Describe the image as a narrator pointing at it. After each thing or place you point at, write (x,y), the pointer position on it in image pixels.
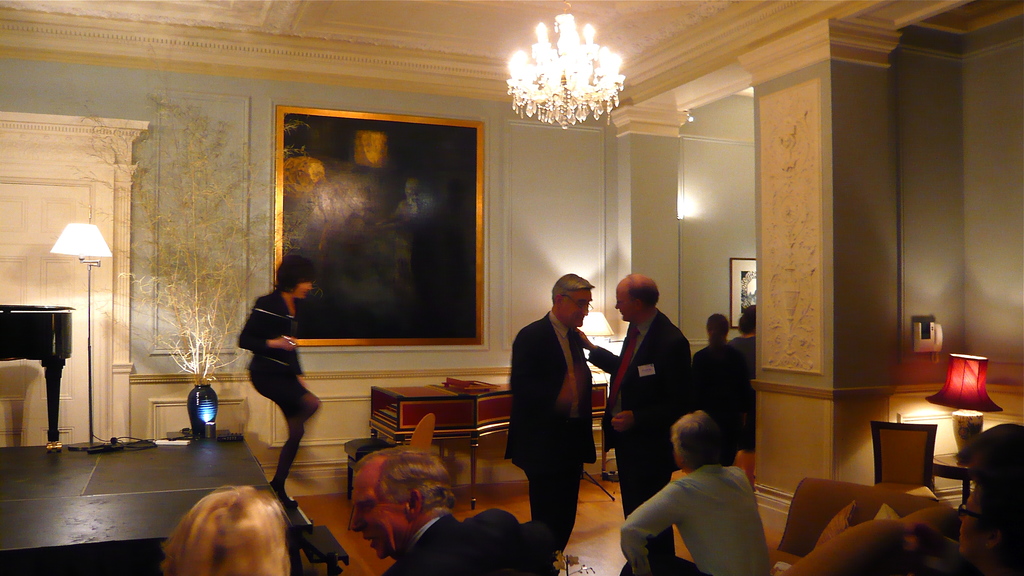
In this image there are a group of people (550,421) some of them are standing and some of them are sitting, and on the right side (953,392) there is a lamp (953,399) and chair (922,450), phone (914,341), pillar (846,254) and some photo frames (744,287) on the wall (702,297). In the center (361,266) there is one photo frame (395,212), and on the left side (21,313) also there is one lamp (84,230), table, glass pot (210,420), plant (214,271) and some objects (107,442). And at the top (570,97) there is chandelier (554,104) and in the center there is one piano (380,410), at the bottom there is floor (336,523) and at the top (595,33) there is ceiling (712,24).
